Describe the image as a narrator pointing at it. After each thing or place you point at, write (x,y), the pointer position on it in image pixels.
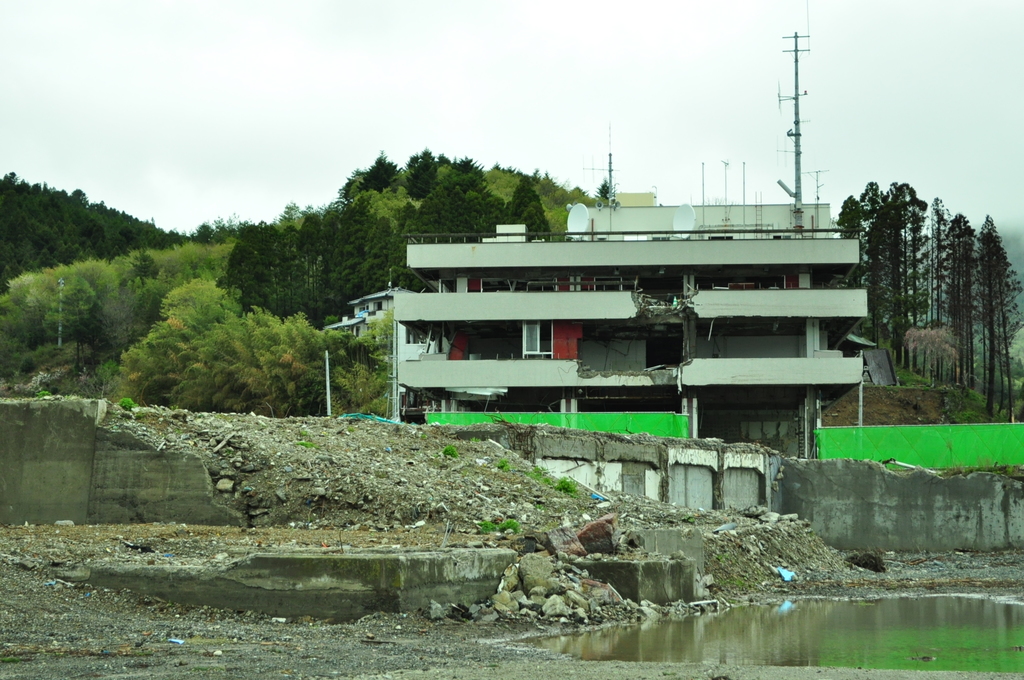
In this image in the front (646,655) there is water (700,655). In the center (374,446) there are stones (546,550). In the background (588,282) there is a building (639,321) and there are trees (956,304) and poles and the sky (376,112) is cloudy.
